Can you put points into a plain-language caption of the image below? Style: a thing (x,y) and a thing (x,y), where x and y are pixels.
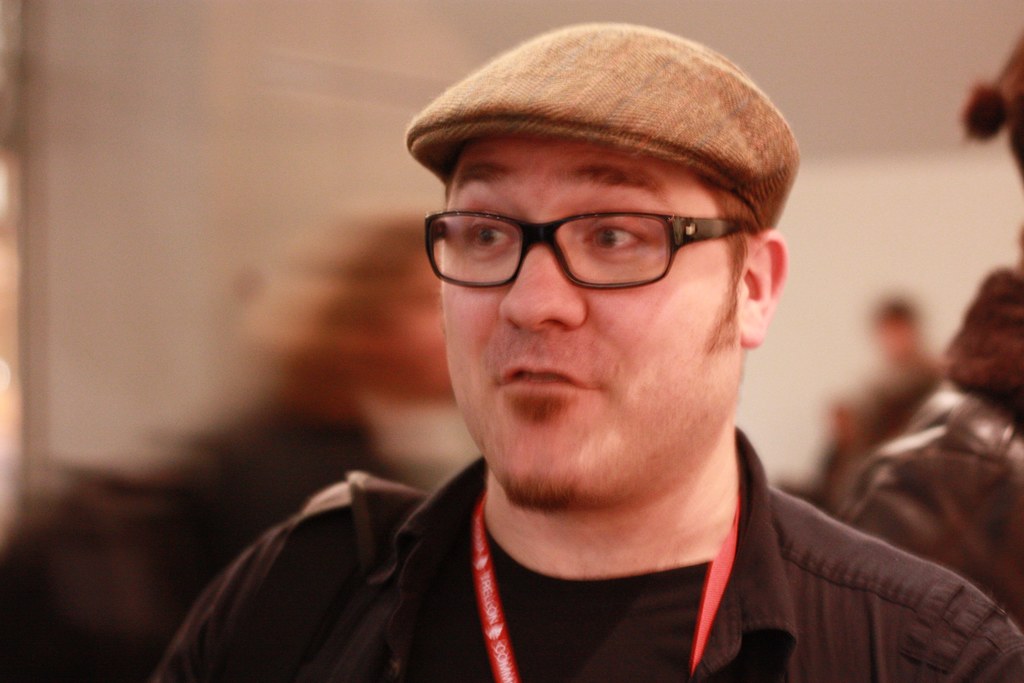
In the image, there is a man (721,451) he is about to speak something and he is wearing an id card (479,582) and spectacles (614,216) and brown hat (460,123). The background of the man (868,558) is blur.
